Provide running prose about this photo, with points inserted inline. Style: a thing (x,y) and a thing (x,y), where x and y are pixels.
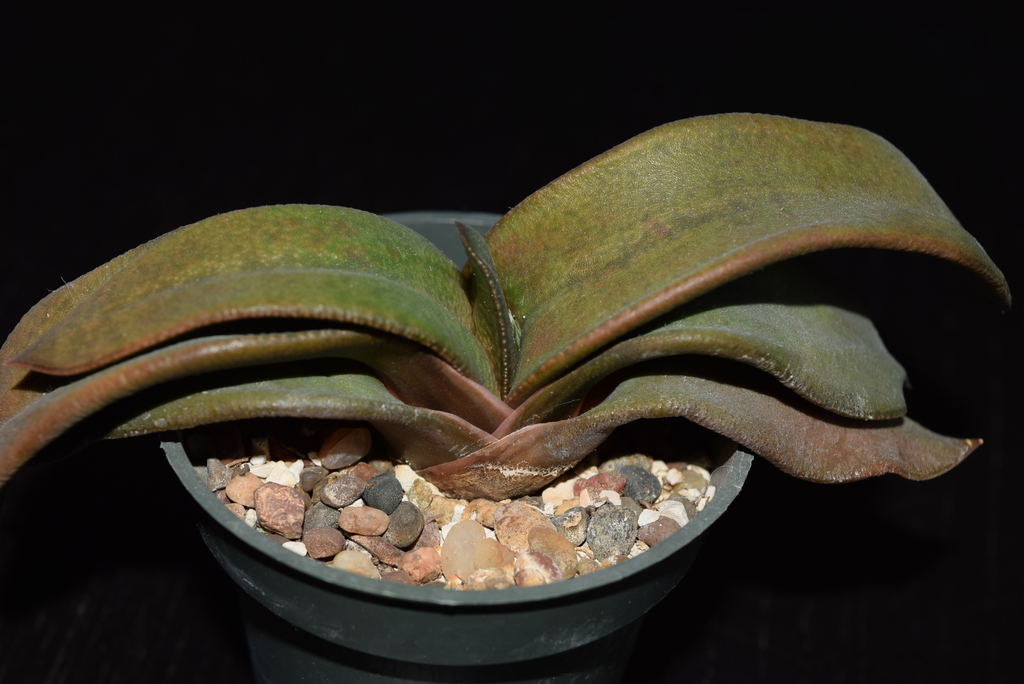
In this image we can see a plant (539,447) in a pot (308,611) with some stones (436,543) placed on the surface (391,473).
